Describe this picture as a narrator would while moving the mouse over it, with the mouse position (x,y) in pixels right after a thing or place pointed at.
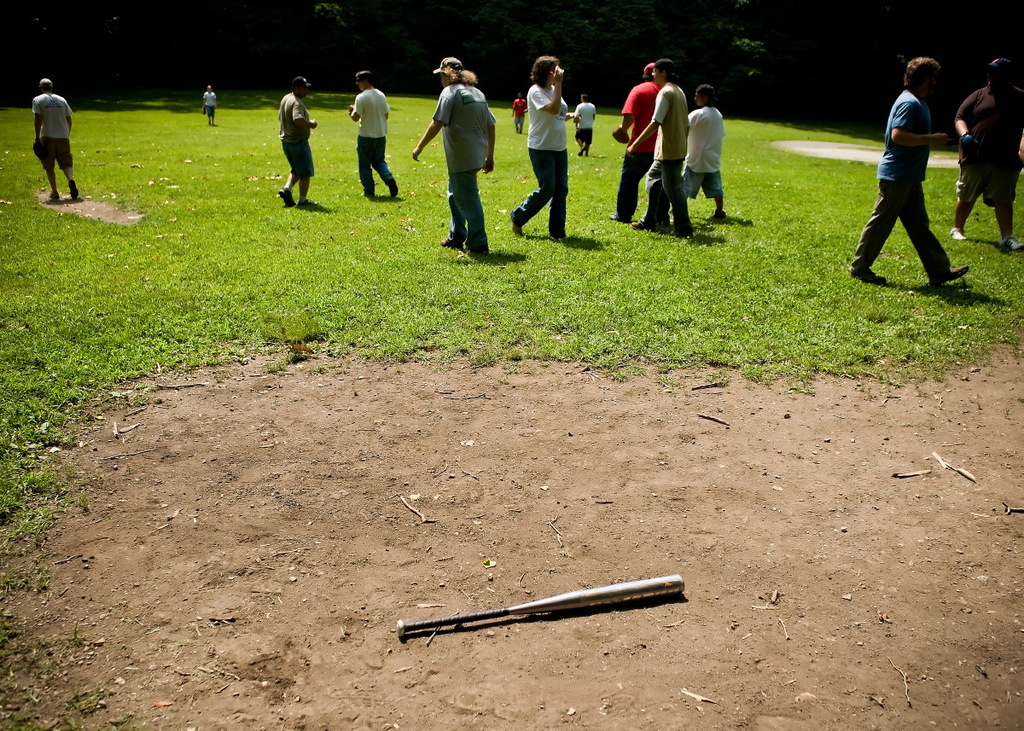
In this image I can see an open grass ground (261,229) and on it I can see number of people (471,93) are standing. I can also see few of them are wearing caps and here I can see a baseball bat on ground (528,575). I can also see trees (844,50) in background (779,93).
